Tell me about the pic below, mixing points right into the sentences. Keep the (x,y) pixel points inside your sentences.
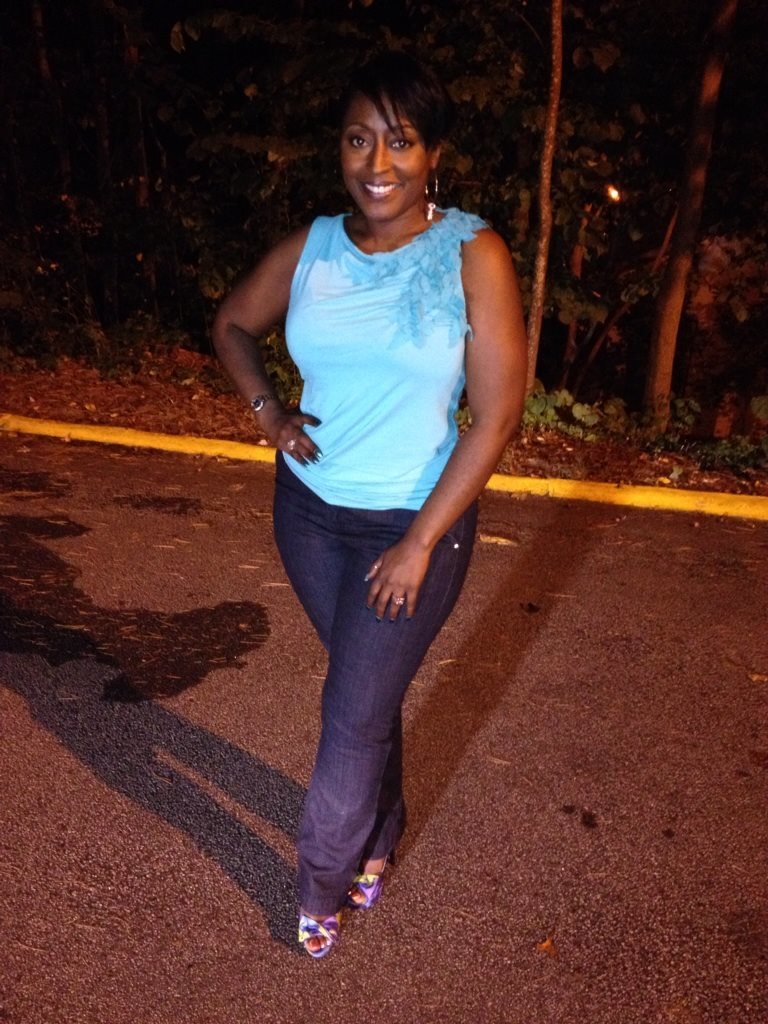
In the center of the image (328,357) there is a person (364,546) standing on the ground (460,933). In the background (638,184) we can see trees (241,86).
